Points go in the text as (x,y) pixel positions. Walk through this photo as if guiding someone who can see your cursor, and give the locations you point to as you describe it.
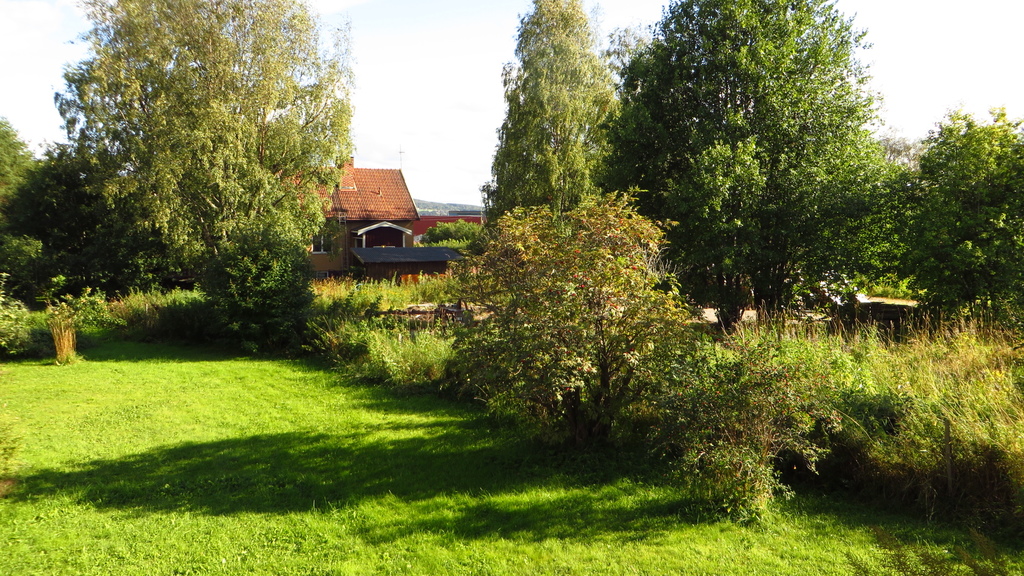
In the picture there is a house (380,173) and around the house (364,181) there are plenty of trees (74,246) and grass (372,424).
